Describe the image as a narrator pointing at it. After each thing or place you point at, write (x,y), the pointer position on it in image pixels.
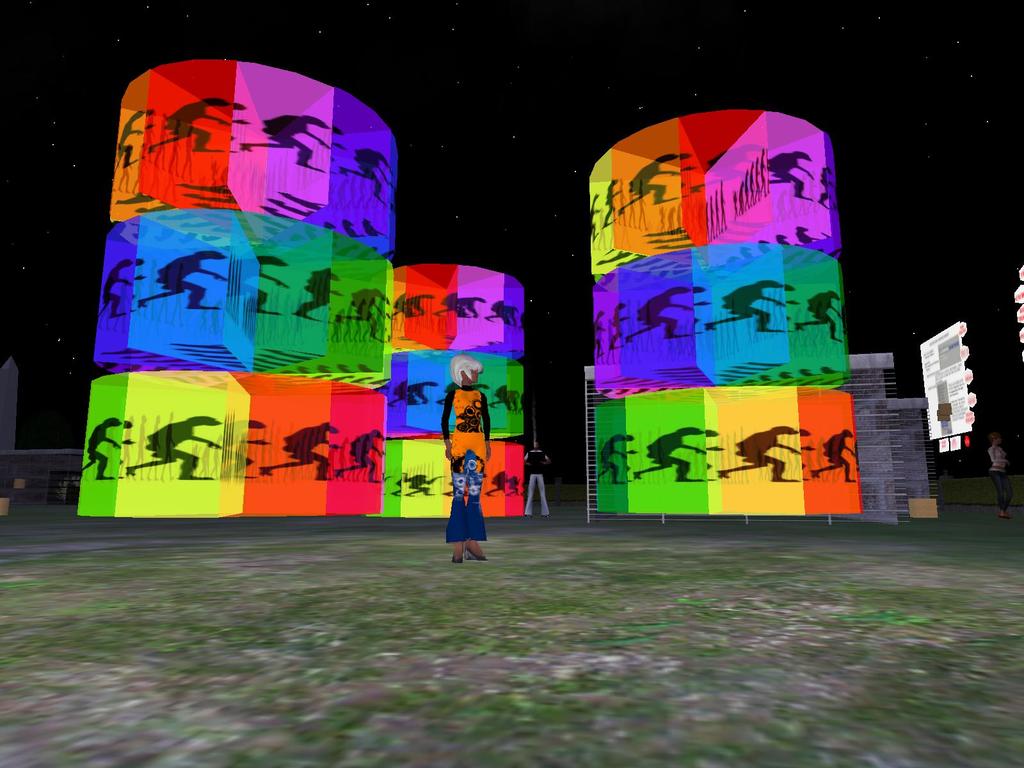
I see this is an animated picture and I see few people (456,456) and I see the colorful things (611,314) over here and I see the ground (575,578) and in the background (11,31) I see the sky (1,132) and I see few stars (880,19).
